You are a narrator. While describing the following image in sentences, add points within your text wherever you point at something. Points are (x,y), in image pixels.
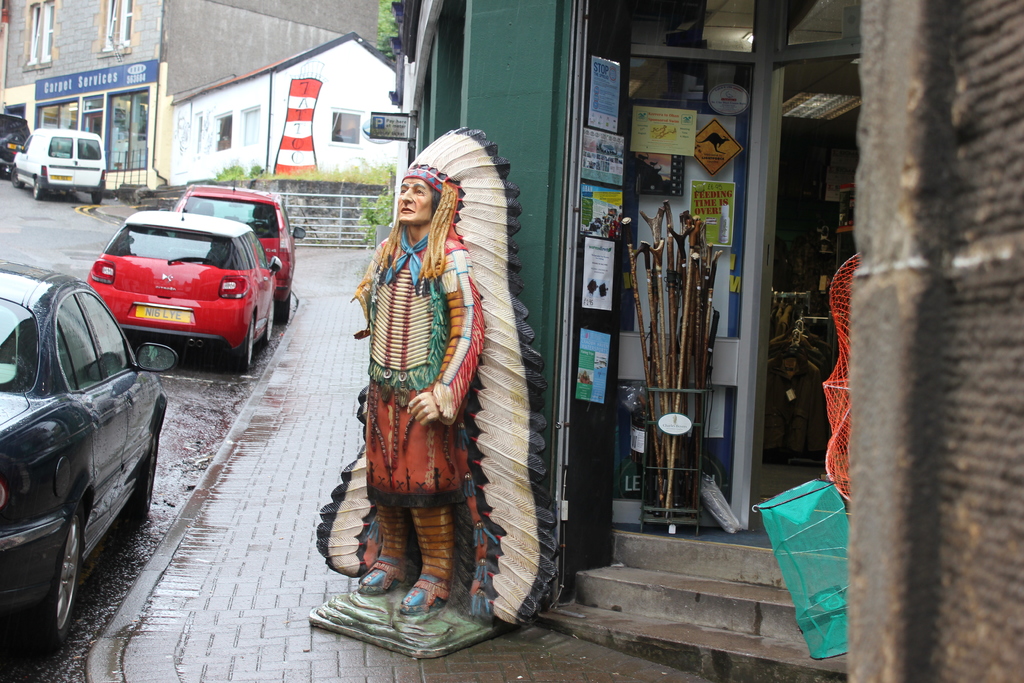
In this picture we can see a building (276,13) and a store (712,97). There is a statue (358,538) near to the store (545,91). We can see cars (181,217) on the road (236,379). We can see plants (371,175) and on the right side (977,197) we can see wall (985,362) and there are sticks (681,317) in a holder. There are posters (592,243) on the glass (726,284).
